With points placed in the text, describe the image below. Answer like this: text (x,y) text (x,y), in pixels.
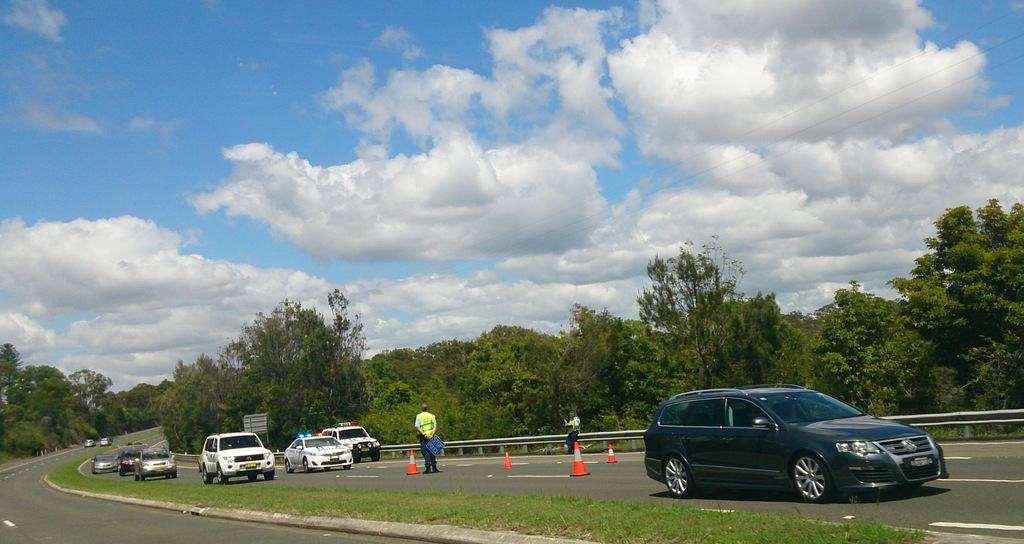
In this image, we can see vehicles (101,471) on the road (446,474) and there are some people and we can see traffic cones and there is a board (251,420). In the background (263,347), there are trees (890,391) and there is a fence (926,424). At the top (370,107), there are clouds (410,201) in the sky (378,292).
